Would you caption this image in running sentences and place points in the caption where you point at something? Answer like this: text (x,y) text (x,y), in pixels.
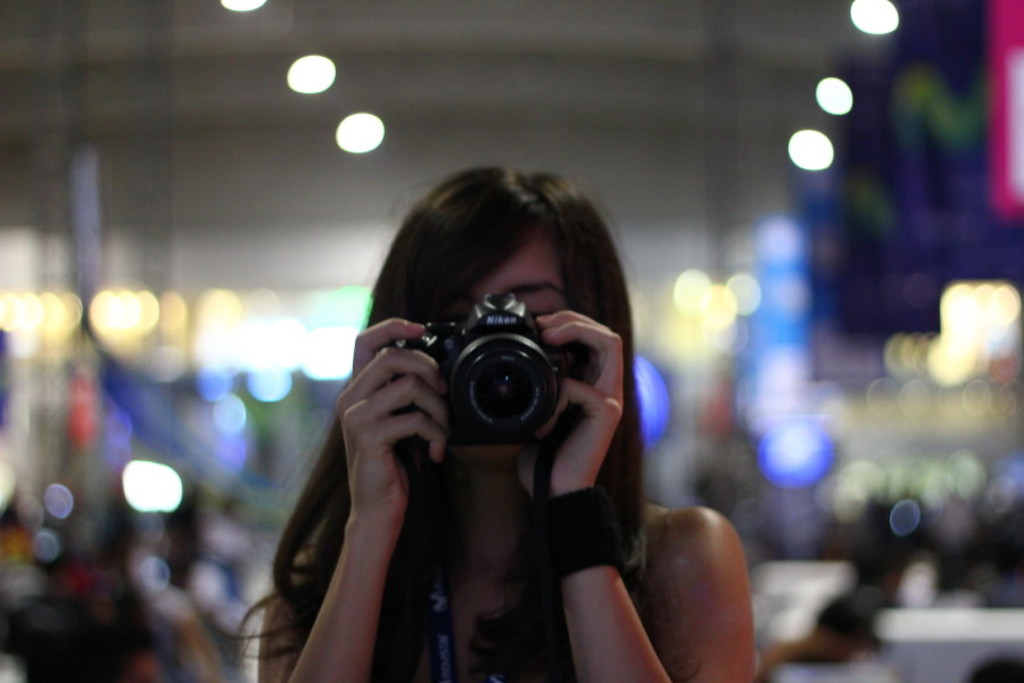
In this picture we can see a woman (617,382) holding a camera (551,408) with her hands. And on the background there are some lights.
